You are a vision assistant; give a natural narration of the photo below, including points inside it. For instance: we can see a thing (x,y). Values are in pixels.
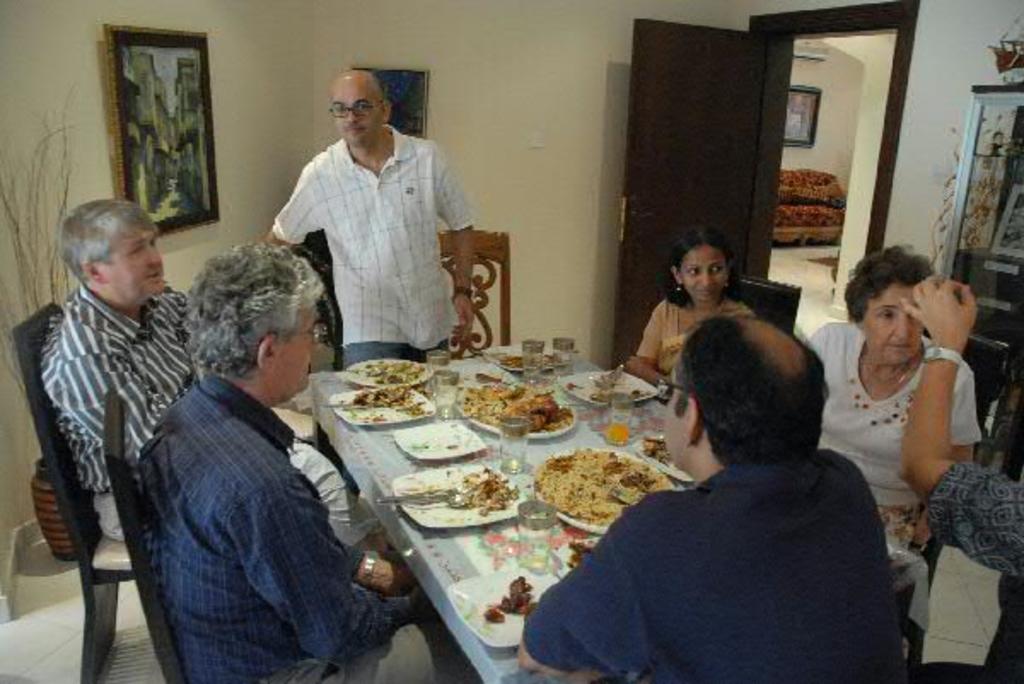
In this image there are group of people (281,542) sitting on the chair (116,584). On table (473,536) there is a plate (427,483), food (494,483), spoon (431,497), glass (515,461). At the background (675,159) we can see door (706,131) and a frame (398,81) attached to the wall (407,59).
